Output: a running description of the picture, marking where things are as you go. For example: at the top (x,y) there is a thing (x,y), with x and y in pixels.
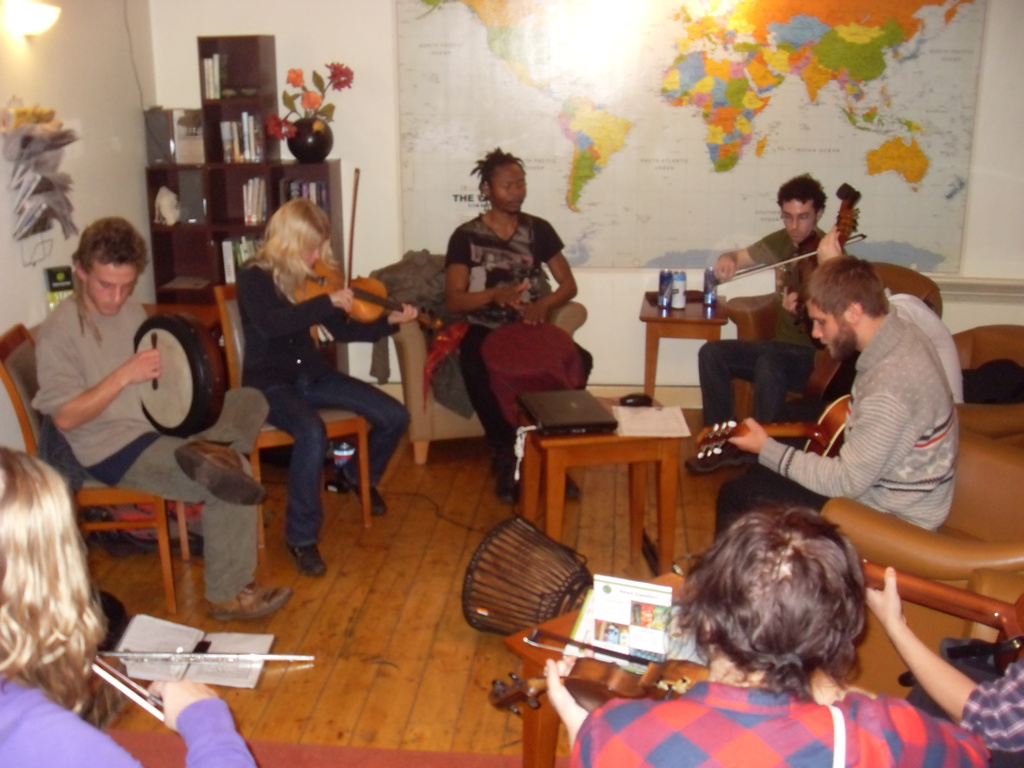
There are a group of people (318,208) who are sitting on a wooden chair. They are playing musical instruments (166,361). In the background (951,76) there is a world map (543,126) which is fixed to a wall (387,58). In the left corner (174,247) there is a bookshelf (201,224). There is a lamp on the left top (34,19).
